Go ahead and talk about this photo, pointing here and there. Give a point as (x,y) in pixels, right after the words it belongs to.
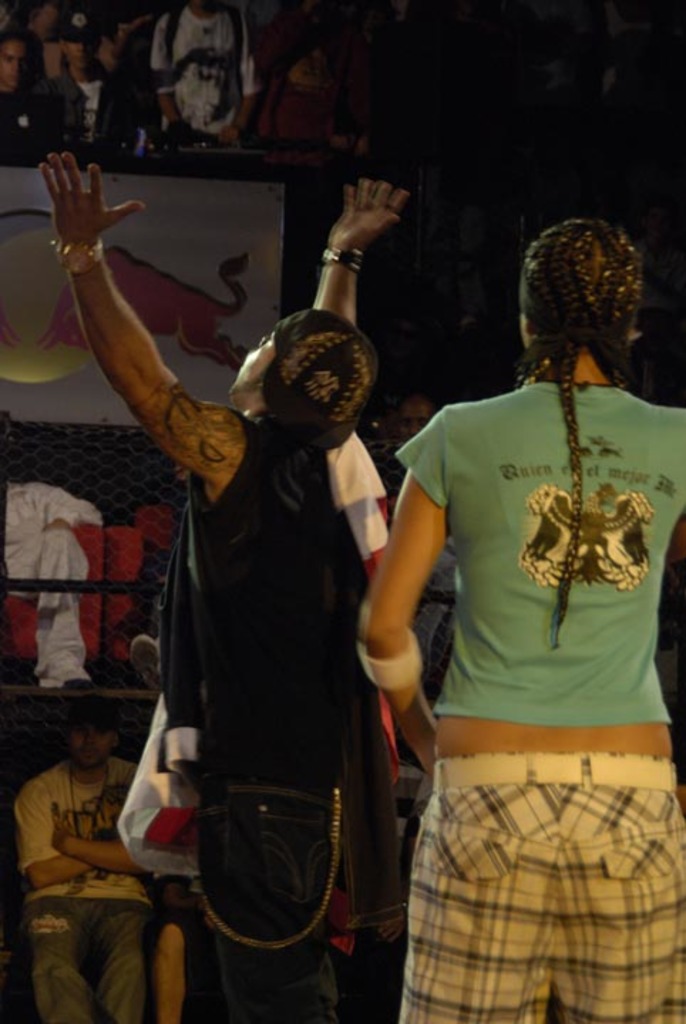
In this image we can see people (460,591) and there is a mesh (95,564). We can see a board (168,321).
